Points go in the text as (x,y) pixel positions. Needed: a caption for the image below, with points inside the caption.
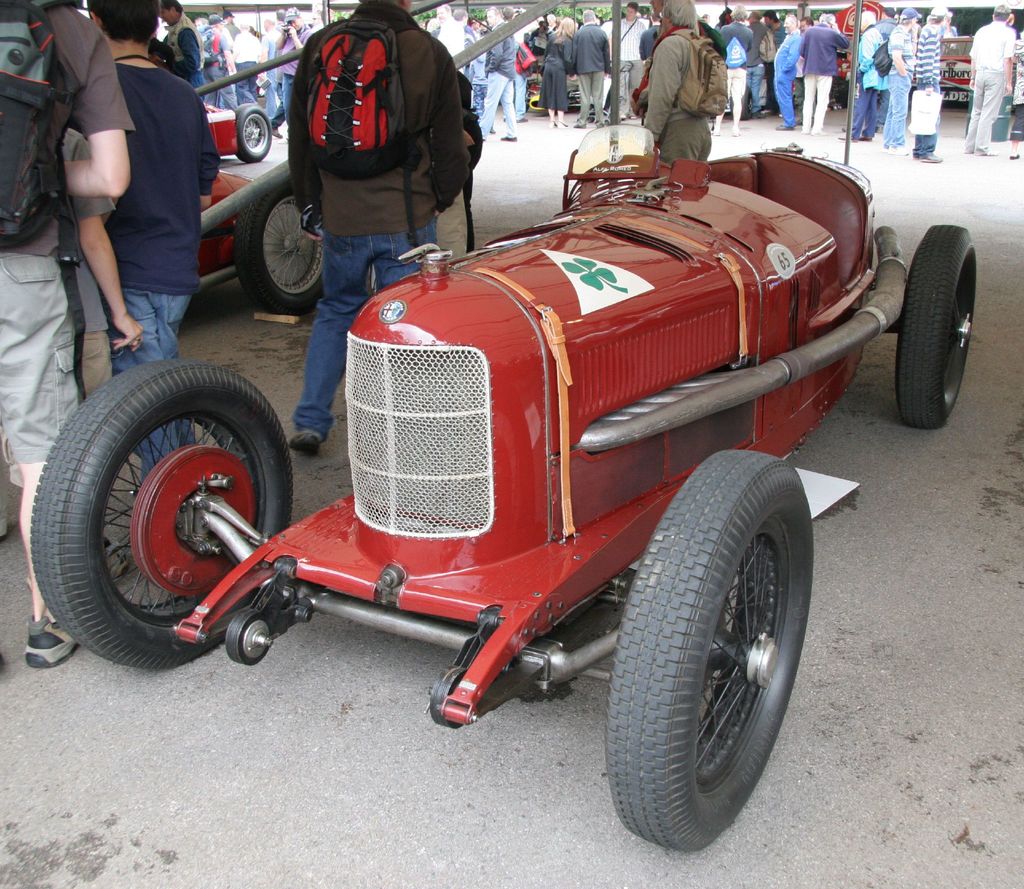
There are some vehicles (485,435). Near to that there are many people (437,86). Some are wearing bags (53,173). On the vehicle (501,421) there is a logo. Also there are poles (616,56).
